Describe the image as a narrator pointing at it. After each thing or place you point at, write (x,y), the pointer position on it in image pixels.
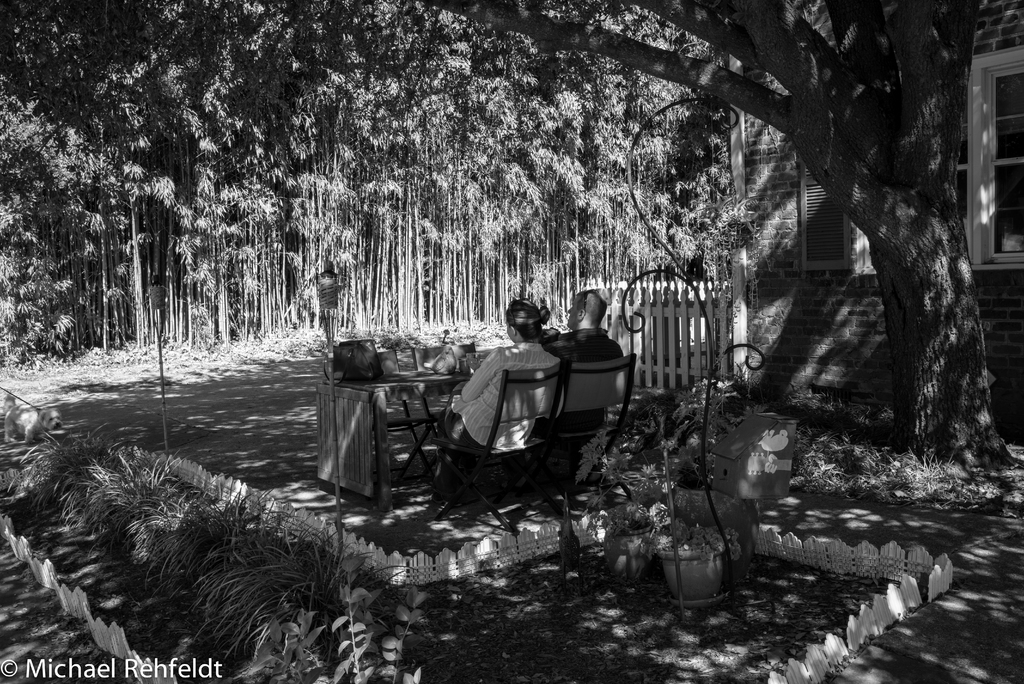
In this image in the center (475,431) there are persons (481,431) sitting on chair (513,383) and in front of the persons (523,358) there is a table (367,389), on the table (451,379) there are objects (449,362). In the background (360,191) there are trees (503,219). On the right side (844,276) there is a building (823,298) and there is a fence (685,329). In the front (666,547) on the right side (689,517) there are plants (673,553) in the pots (710,581).
